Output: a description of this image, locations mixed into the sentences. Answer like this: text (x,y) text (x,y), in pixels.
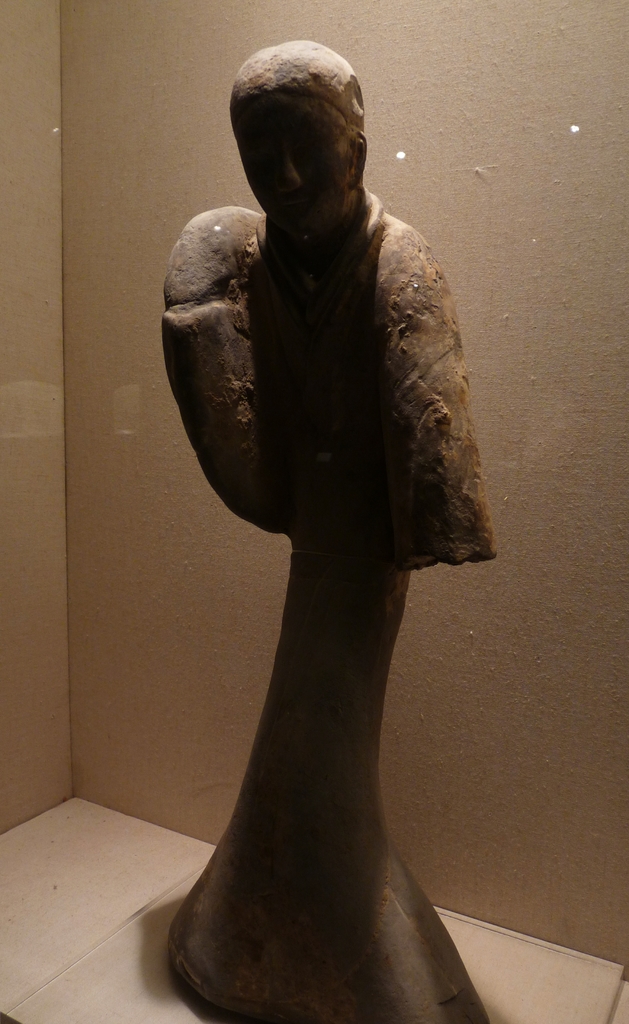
In this image I can see the statue (277,503) of the person (324,596). It is in black color. In the back (135,309) I can see the wall (122,476).
